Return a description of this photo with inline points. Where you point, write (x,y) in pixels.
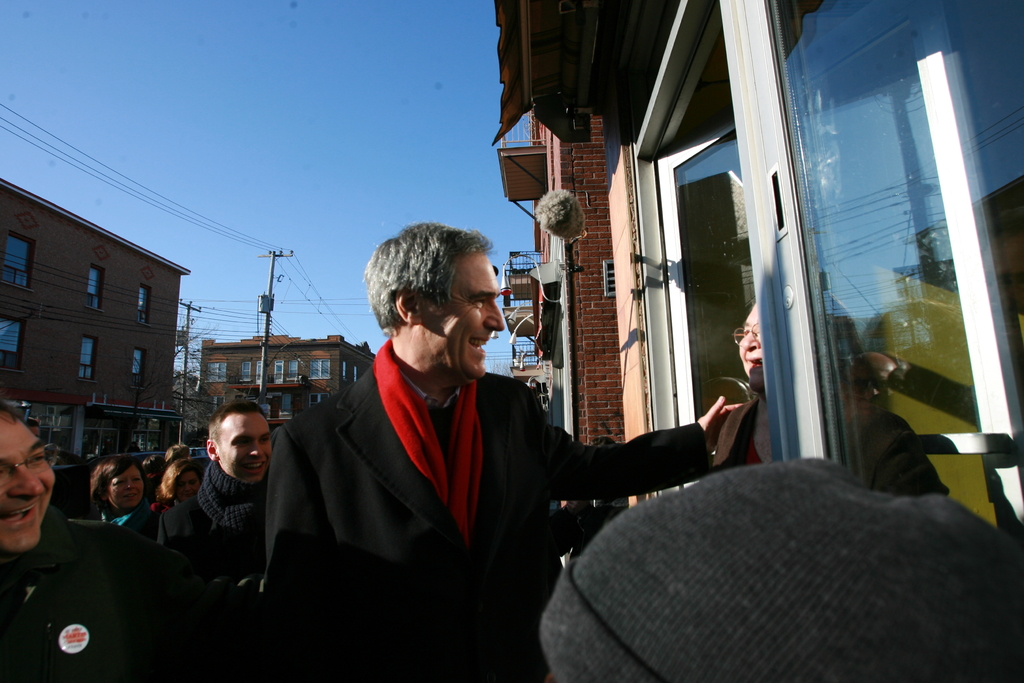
In this picture there are people (218,525) in the center of the image (428,381) and there is a lady (749,351) who is standing at the door (772,334) on the right side of the image (758,332), there are buildings (168,295) and poles (186,387) in the background area of the image (215,385).
